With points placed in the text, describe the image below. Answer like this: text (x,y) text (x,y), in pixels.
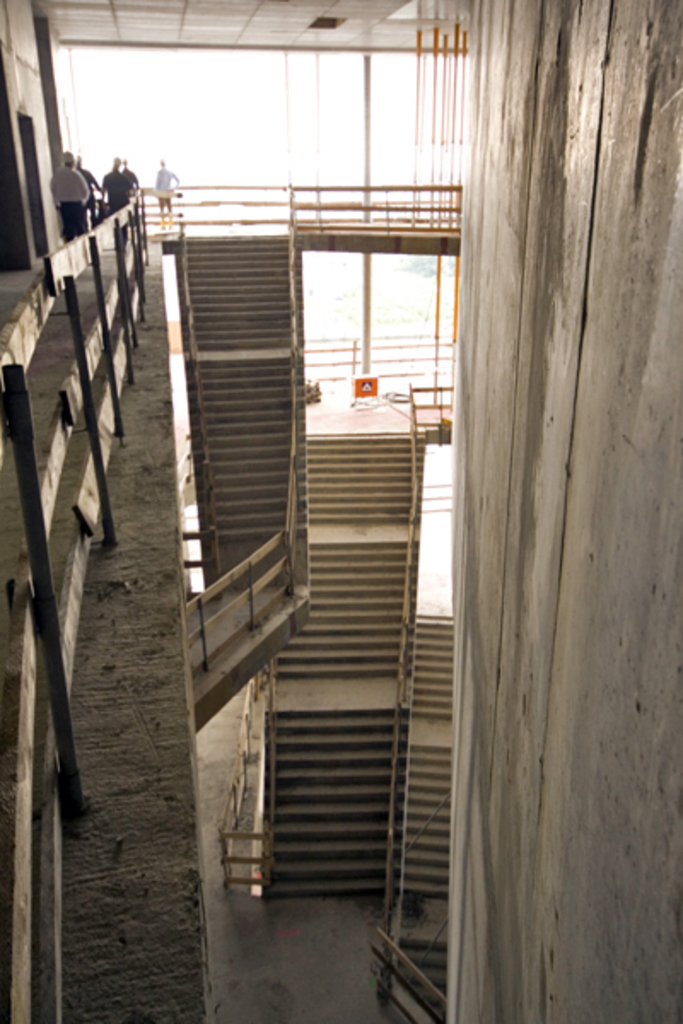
In this image there are steps (355,652) one after the other. At the top (266,17) there is ceiling (186,14). On the right side (564,300) there is a big wall (543,536). On the left side (105,417) there is a wooden fence (118,266). Beside the wooden fence (104,331) there are few people (81,177) walking on the floor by wearing the helmet (66,158).
